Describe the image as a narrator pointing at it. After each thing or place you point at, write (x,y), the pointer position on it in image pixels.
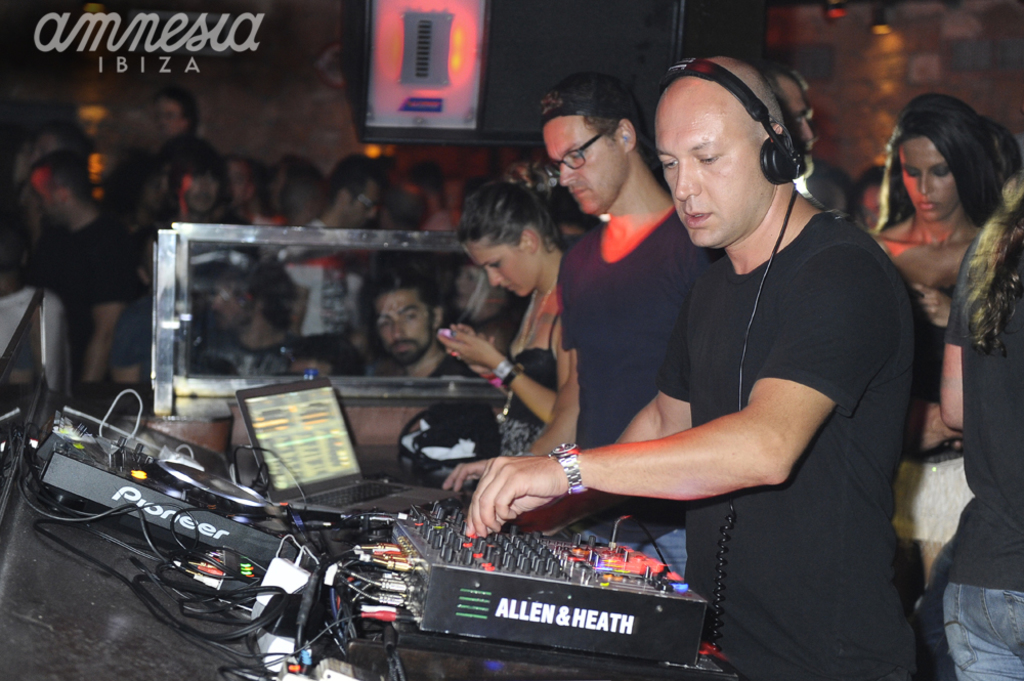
In this picture I can see two persons (751,509) standing, there is a laptop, cables (392,679), there is a music system (502,536) and some other items (449,419) on the table (96,665), and in the background (65,296) there are group of people (554,176) standing, there are lights (841,8), this is looking like a speaker (505,9) and there is a watermark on the image.
